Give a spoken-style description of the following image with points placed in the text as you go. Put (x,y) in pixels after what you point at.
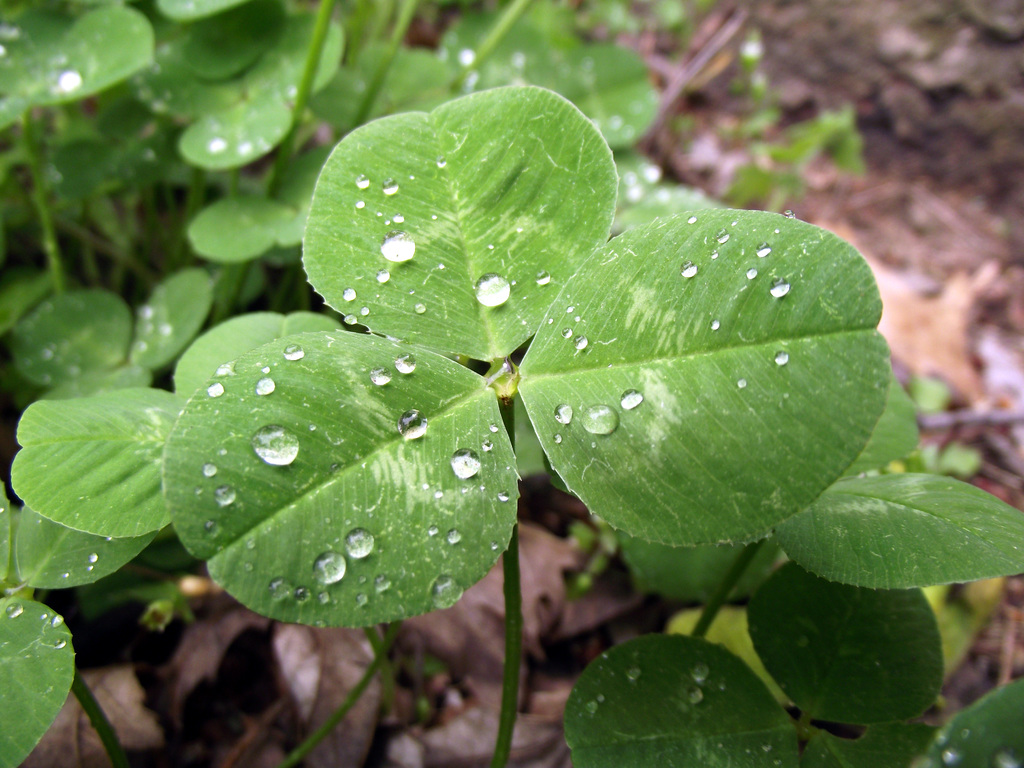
In this image we can see the dew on the plant leaves (291,559). The background of the image is blurred, where we can see the dry leaves (984,375) on the ground (530,755).
